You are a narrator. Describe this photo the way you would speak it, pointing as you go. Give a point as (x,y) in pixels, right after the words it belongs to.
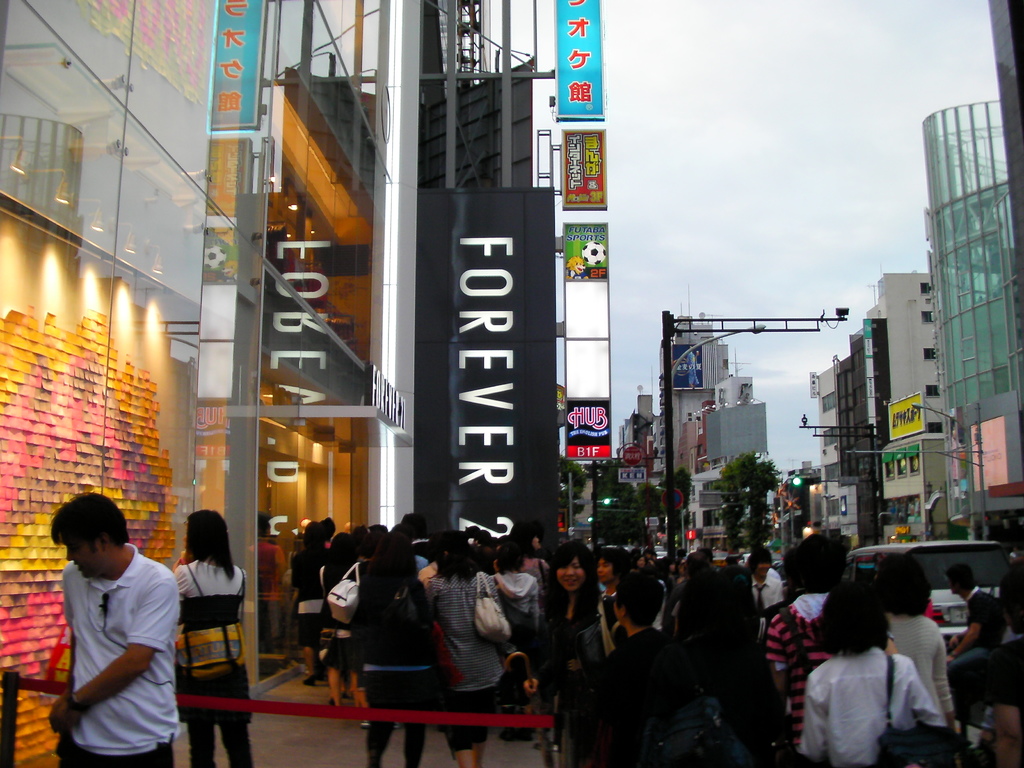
In this image there are people (703,660) walking in the footpath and there is road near the footpath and vehicles (989,588) are moving, on either side of the road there are buildings (688,397) in the background (738,226) there a sky (775,131).
